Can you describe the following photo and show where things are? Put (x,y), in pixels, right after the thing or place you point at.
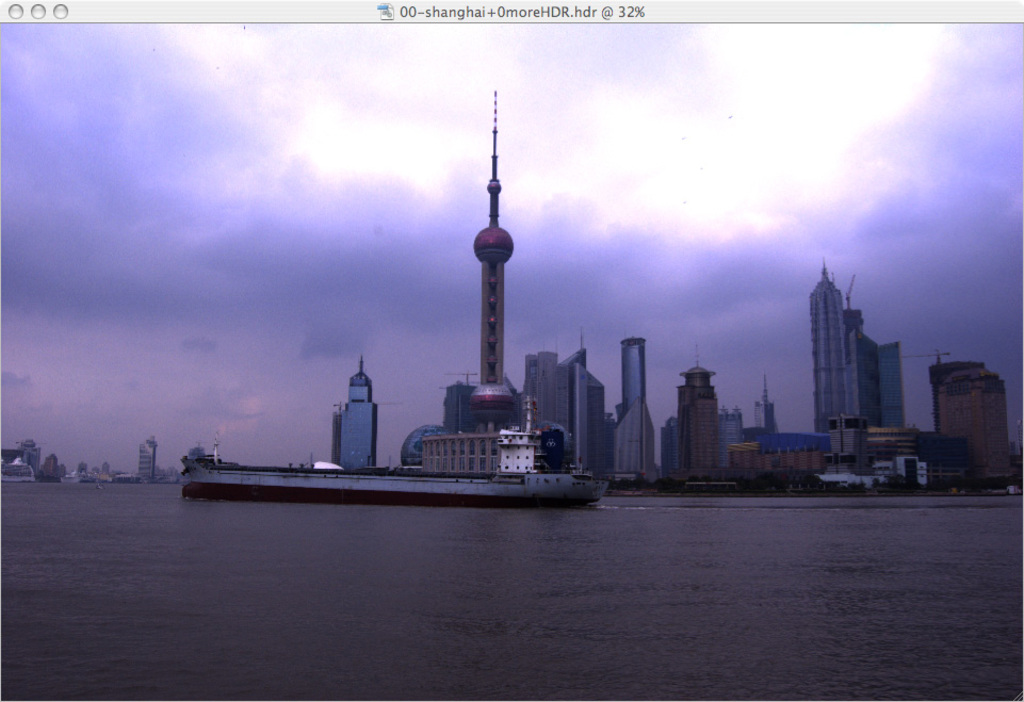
In this picture I can see the water (163,689) in front (326,683) on which there is a boat (506,470). In the background (469,426) I can see the buildings (957,389) and I see the sky (719,187) which is cloudy. On the top of this picture (548,11) I can see something is written.
